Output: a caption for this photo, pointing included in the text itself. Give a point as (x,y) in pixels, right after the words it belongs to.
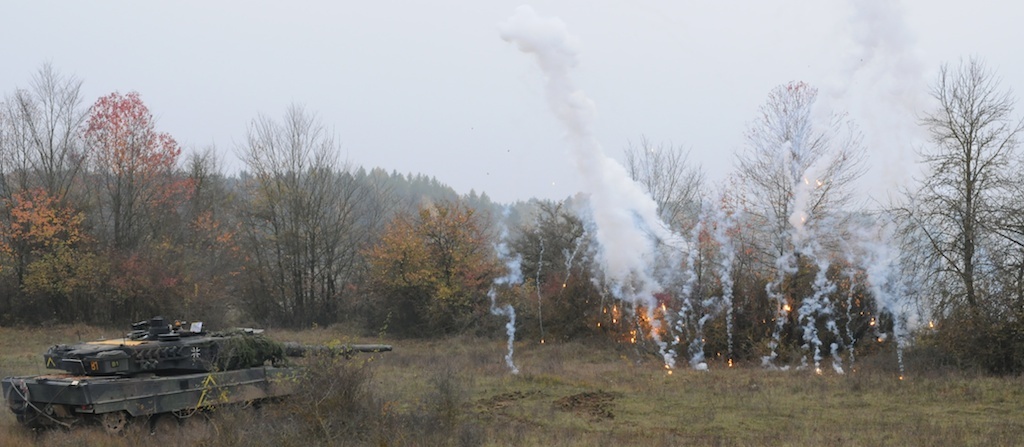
In this image we can see a vehicle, grass (740,422), plants (315,413), fire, smoke (648,286), and trees (968,318). In the background (456,148) there is sky (606,105).
